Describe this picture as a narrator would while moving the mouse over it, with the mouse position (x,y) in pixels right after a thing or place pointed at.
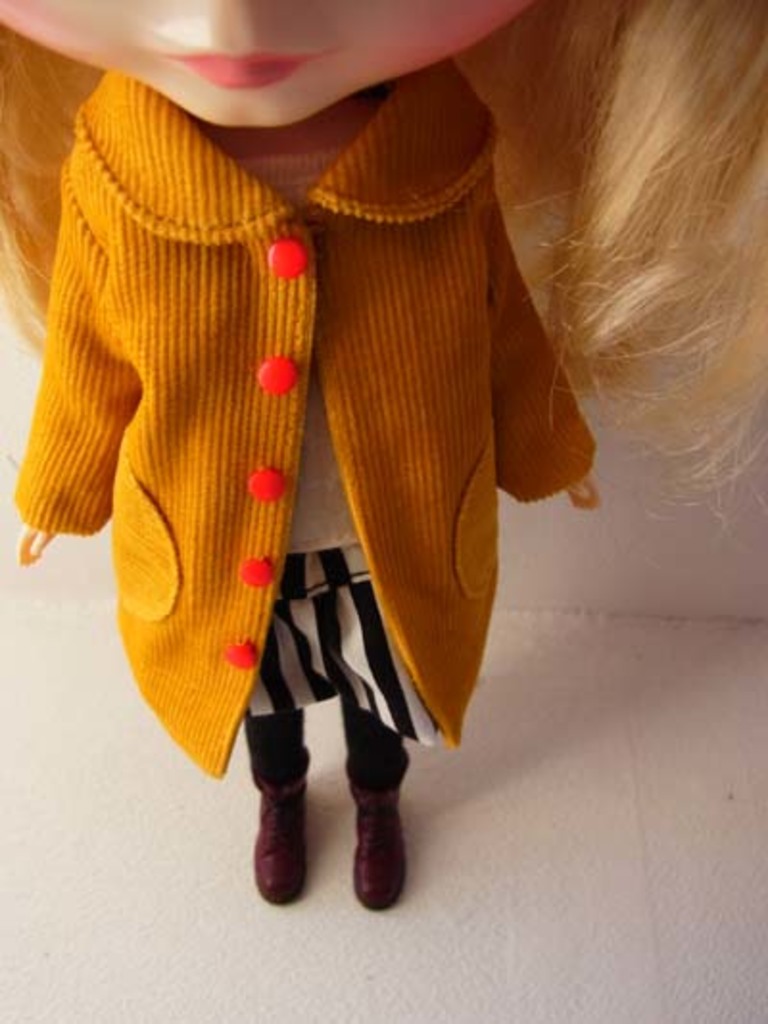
In this image I can see a toy (394,254) and on the toy (548,204) I can see a yellow color jacket (167,383) and toy (126,544) is kept on the floor (162,880).
